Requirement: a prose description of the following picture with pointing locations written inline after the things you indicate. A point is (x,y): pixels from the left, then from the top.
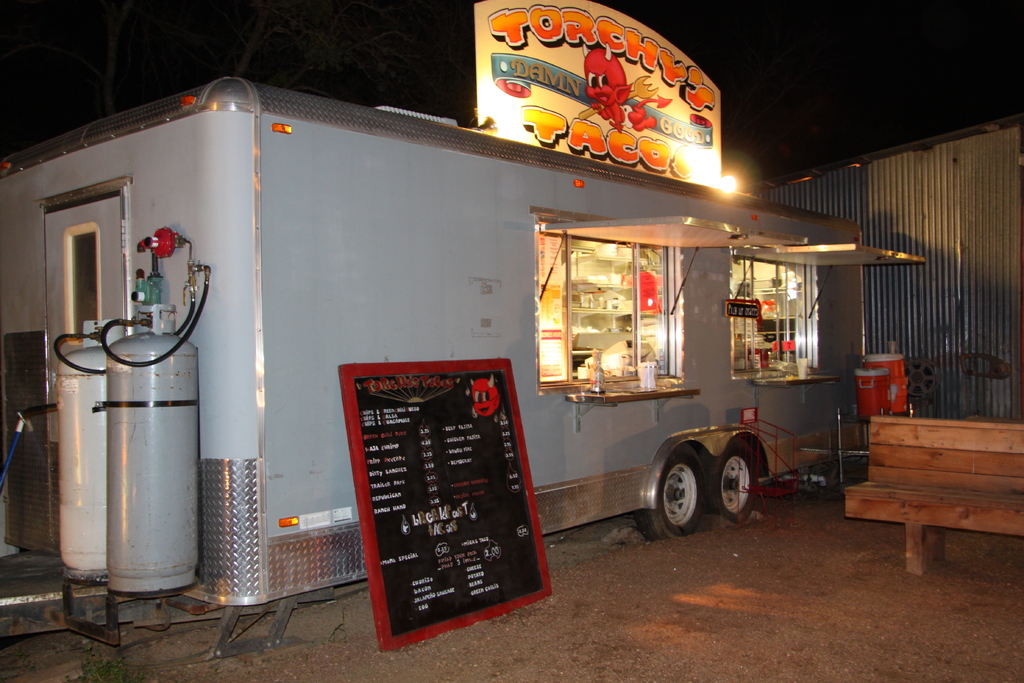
This picture shows a food truck (571,185) and we see a menu board (398,458) and a bench (882,478).
